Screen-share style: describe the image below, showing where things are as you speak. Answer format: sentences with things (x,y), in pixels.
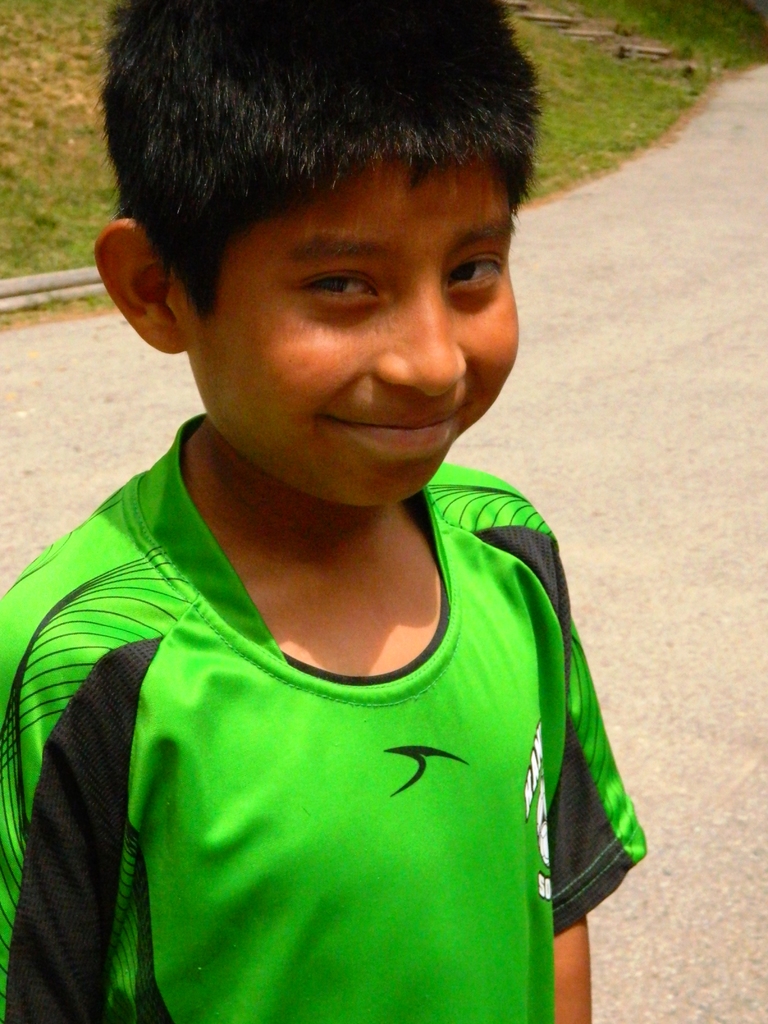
In the picture we can see a small boy (106,761) standing on the road (701,566), he is with green T-shirt (92,767) and smile on his face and behind the boy (335,320) we can see a part of grass surface (29,107).
